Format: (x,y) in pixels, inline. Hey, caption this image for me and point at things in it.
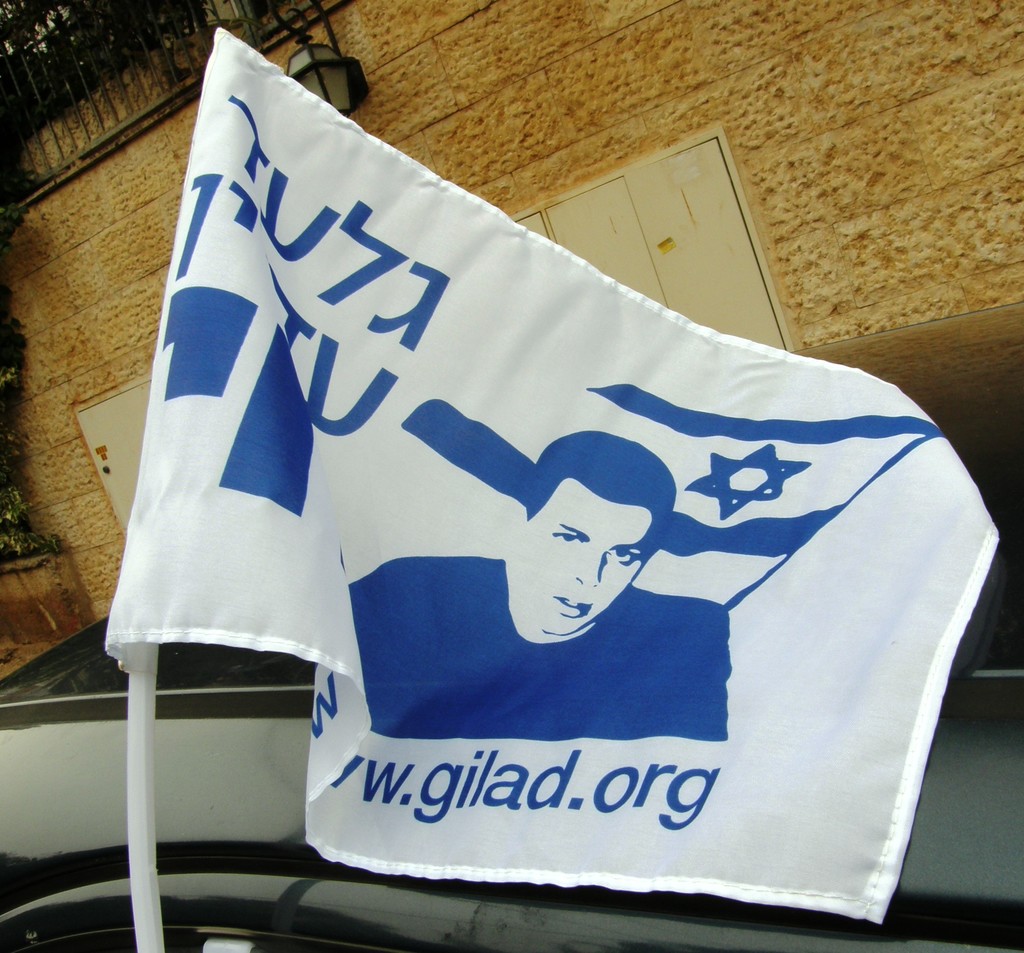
As we can see in the image there is a vehicle (876,929), flag (556,583), building (511,41), fence (34,49) and street lamp (343,61).
